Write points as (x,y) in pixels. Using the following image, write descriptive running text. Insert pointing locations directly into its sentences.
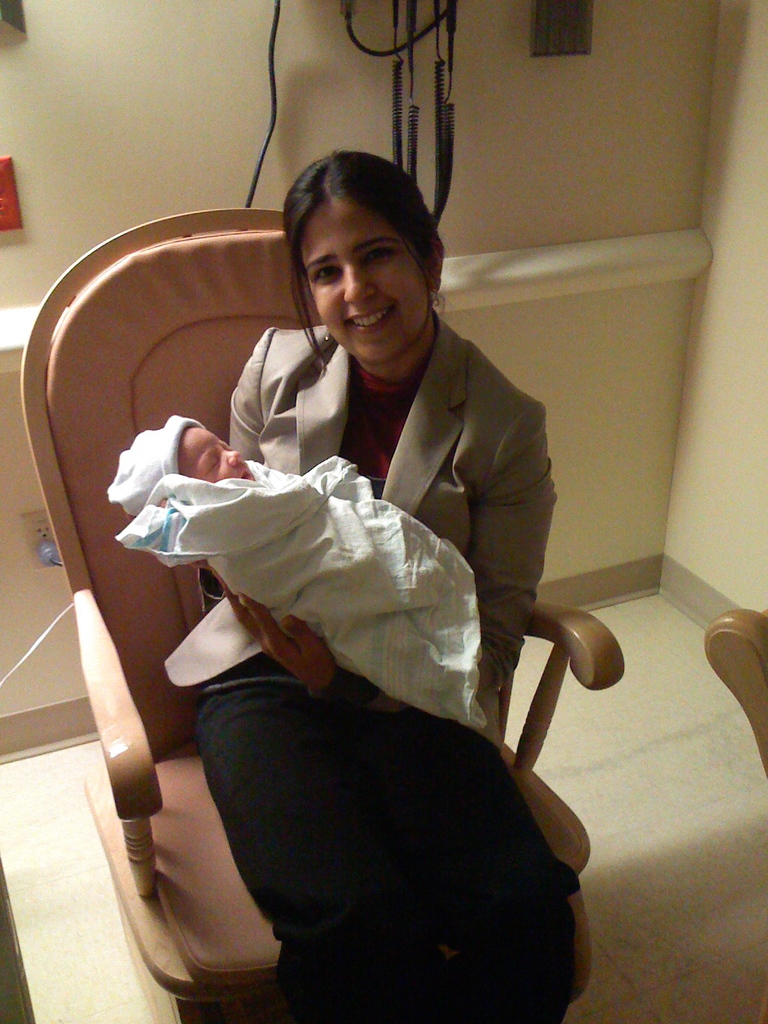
In this image I can see a woman (442,984) is sitting on a chair (145,683) and holding a baby (279,491). I can also see a smile (367,330) on her face (353,308). I can see she is wearing a blazer (404,466).
